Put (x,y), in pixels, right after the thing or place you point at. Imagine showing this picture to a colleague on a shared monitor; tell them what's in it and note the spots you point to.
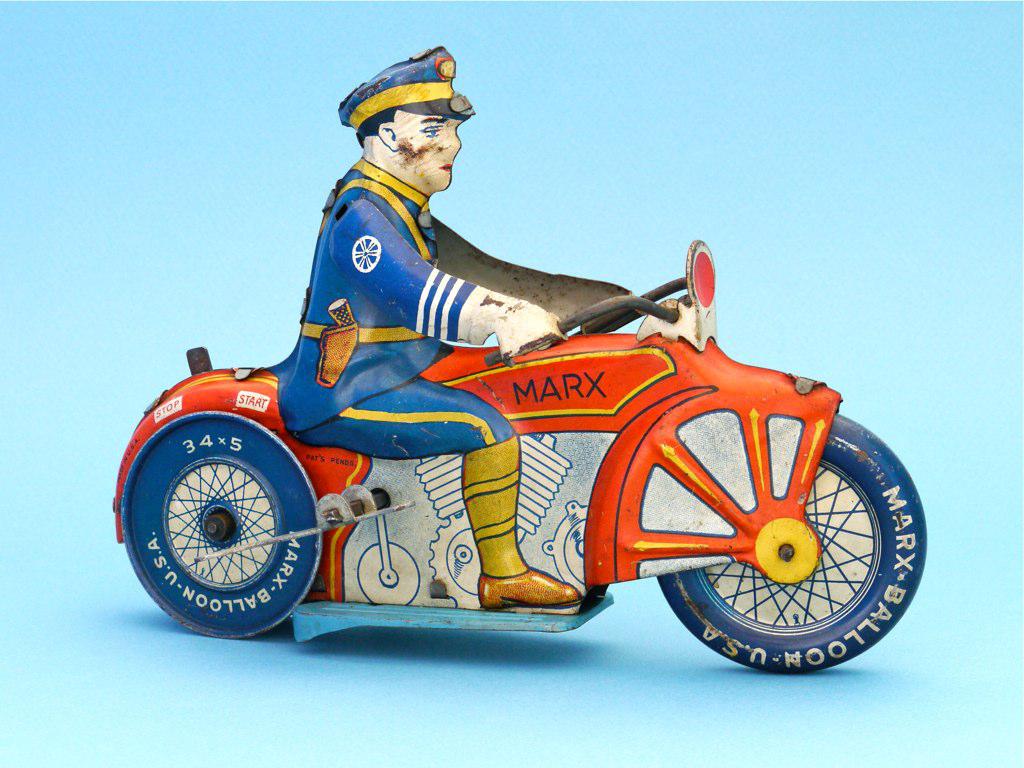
In this picture we can see an art (578,413).
